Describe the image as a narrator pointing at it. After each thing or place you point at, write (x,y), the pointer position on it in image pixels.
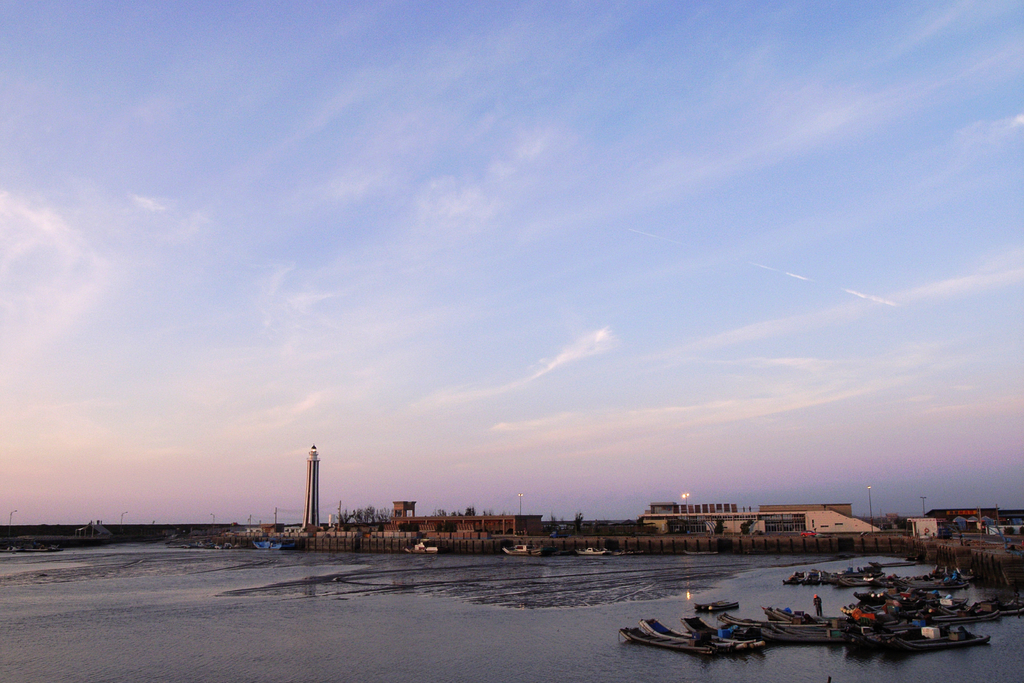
In this image I can see there is a water (572,622). In the right side (863,618) image I can see boats (866,618) and back side of the image i can see buildings (704,520). There is a sky (584,326) on the top of this image."
